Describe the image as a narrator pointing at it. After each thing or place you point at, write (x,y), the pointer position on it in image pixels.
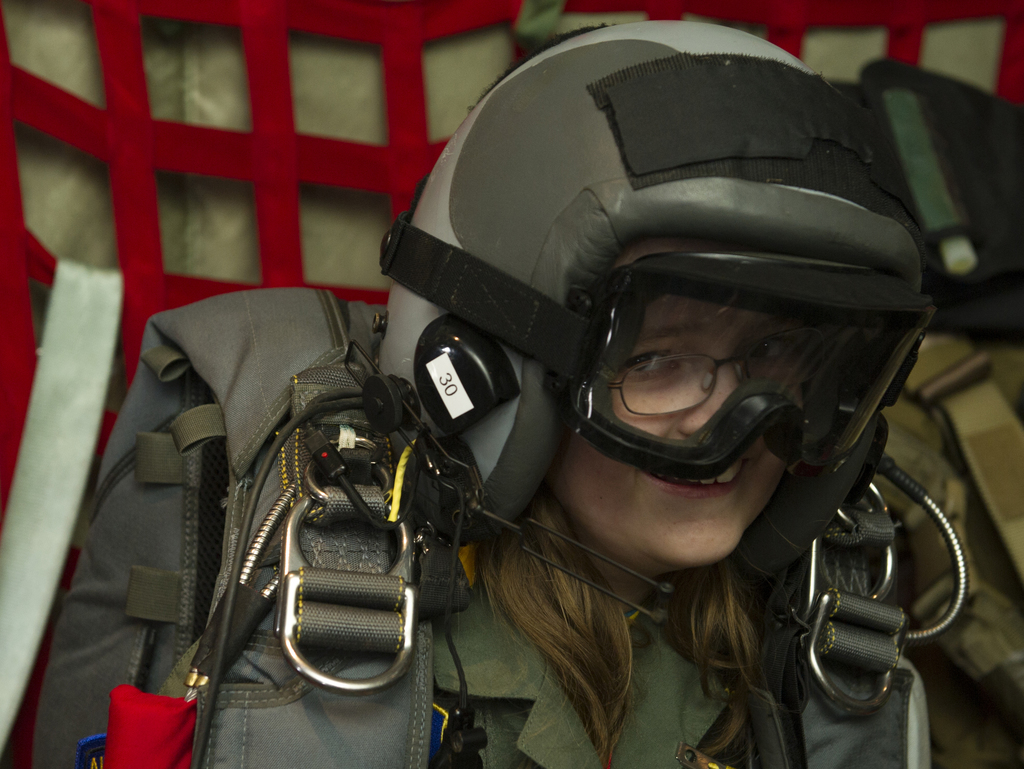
In this image there is a person (661,388) with spectacles (659,398) and helmet (413,316), and in the background (99,245) there are some other things (357,147).
